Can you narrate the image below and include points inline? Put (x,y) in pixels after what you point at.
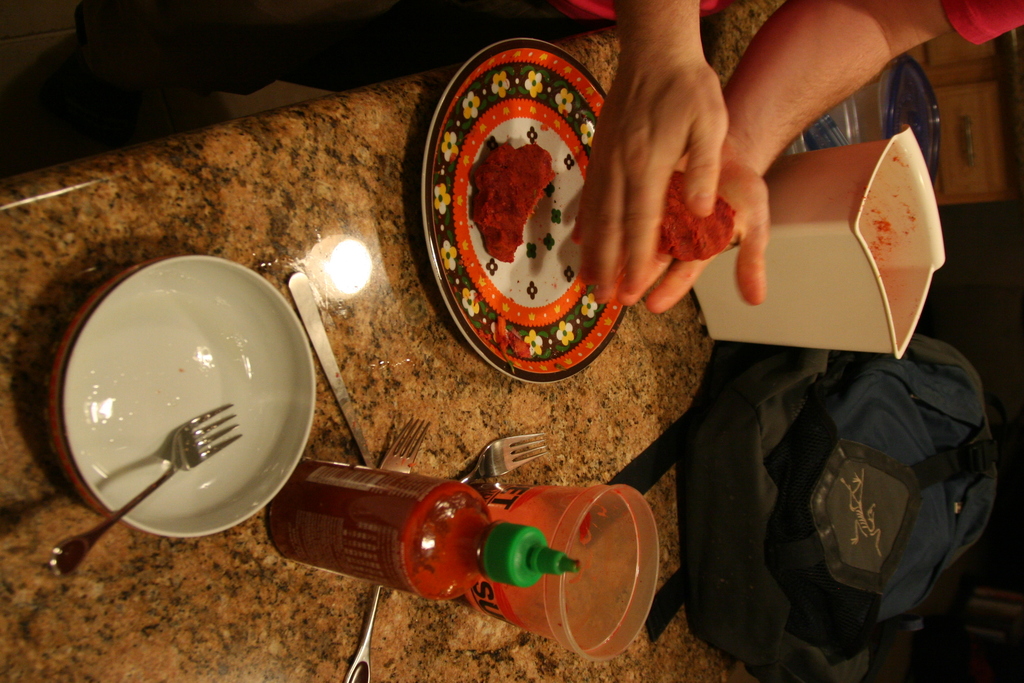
In this picture, we see a table (248,557) on which bowl (187,481), forks (141,495), sauce bottle (378,529), glass (526,507), plate (556,349) containing eatables (487,214), a white plastic box (798,270) and bag (821,375) are placed. At the top of the picture (745,64), we see a man (820,36) in red T-shirt (982,37) is holding eatable (697,245) in his hands (719,174).
